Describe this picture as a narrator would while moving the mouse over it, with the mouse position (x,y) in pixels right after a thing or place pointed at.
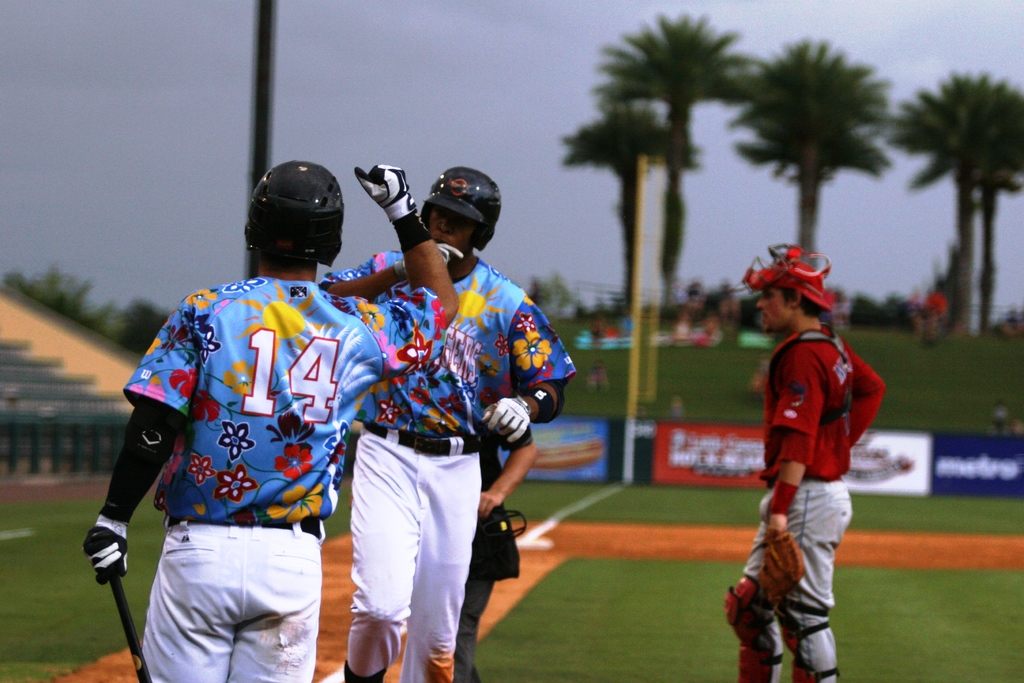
In this image we can see two persons (416,305) are wearing a colorful jacket (313,402) with white pant (210,543) and one person (172,533) is holding bat (143,678) in his hand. Behind one more person (816,577) is there, he is wearing red t-shirt (841,402) with grey pant (826,561). The land (643,541) is full of grassy (655,521). Background of the image (597,145) trees (626,154) are present. Left side of the image (59,396) sitting area (35,396) of ground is there.
